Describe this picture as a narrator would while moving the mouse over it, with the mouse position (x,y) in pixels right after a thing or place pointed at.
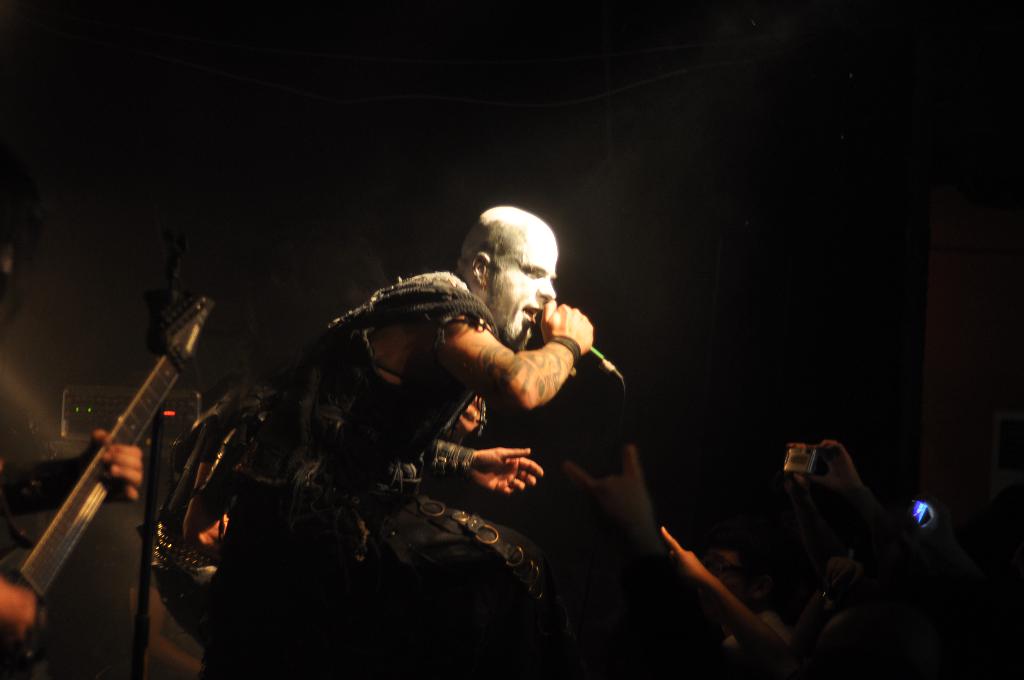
In this picture there is a guy (434,368) standing on the stage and singing, holding a mic (542,332) in his hand (555,331). There are some people (781,582) in the down enjoying his music. In the left side (93,511) there is a guy (125,454) playing the guitar (110,479) here.
